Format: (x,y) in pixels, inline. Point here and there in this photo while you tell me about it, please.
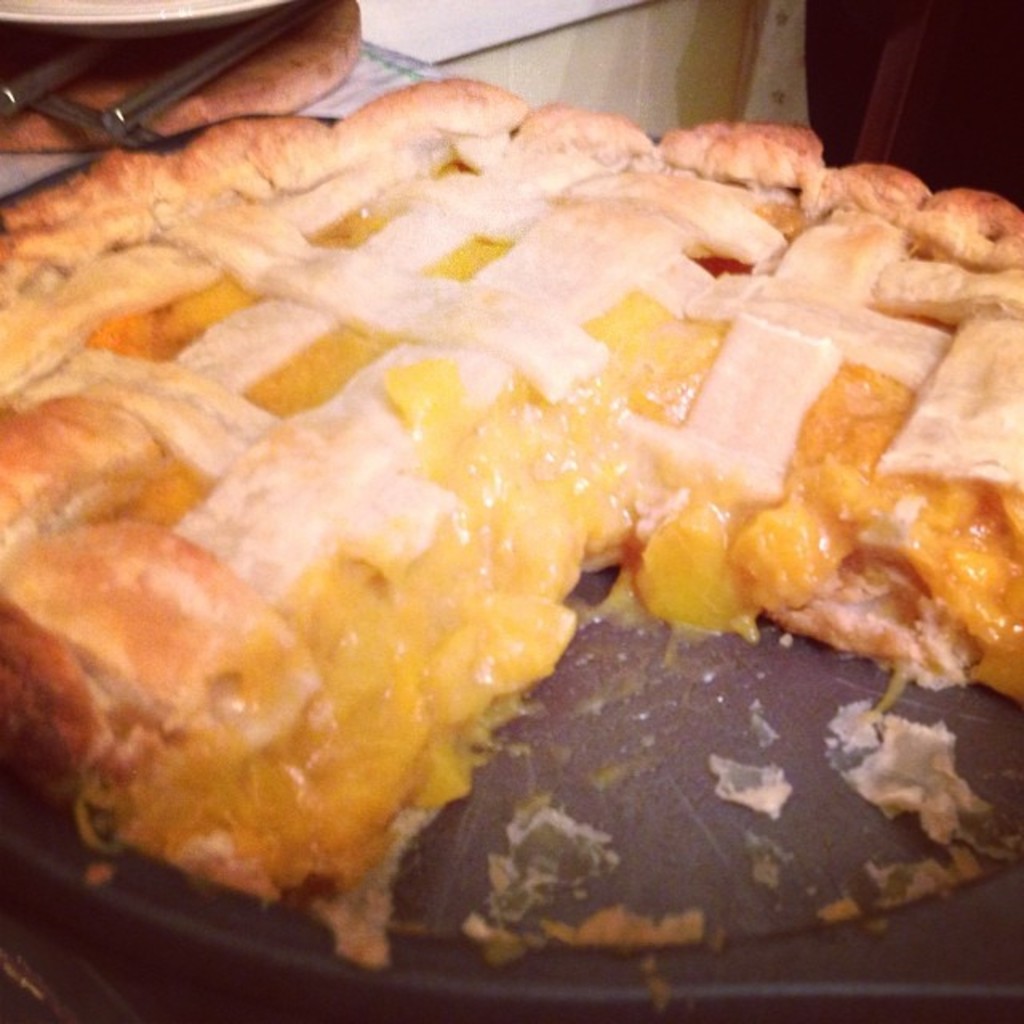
In this image we can see a food item (598,454) on a plate (772,868).
